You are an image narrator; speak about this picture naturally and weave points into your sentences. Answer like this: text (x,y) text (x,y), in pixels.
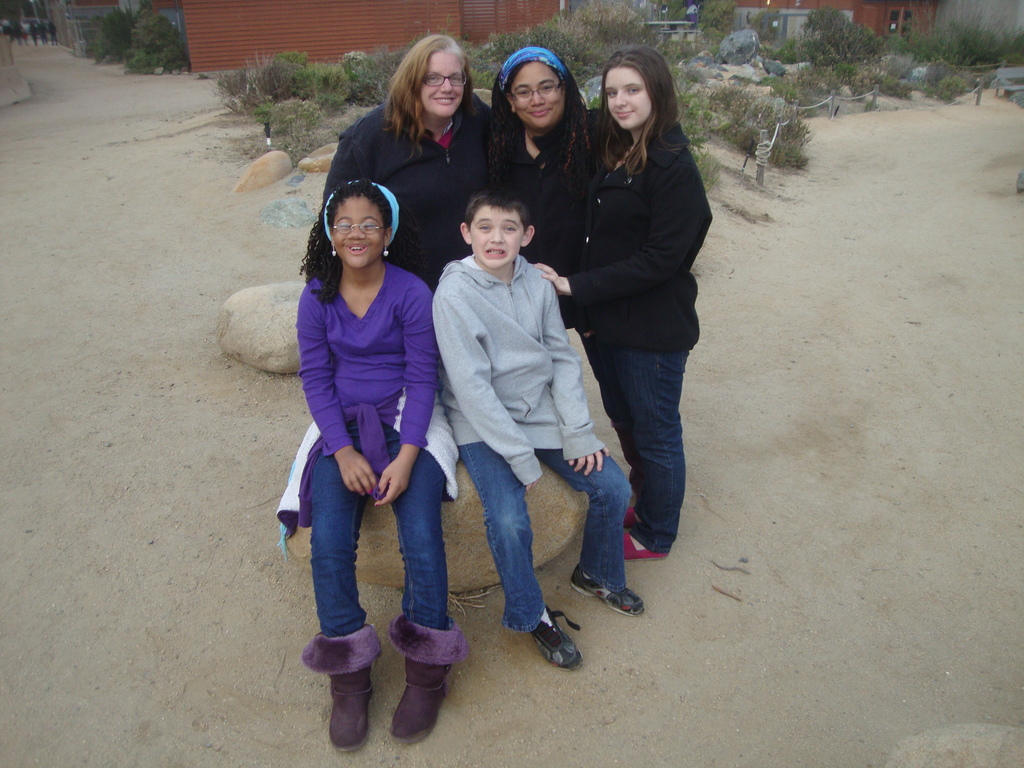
In this image I can see few people (470,327), two childrens (455,437) are sitting on the rocks (478,542), behind I can see some rocks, trees (263,117) and houses (209,33).
